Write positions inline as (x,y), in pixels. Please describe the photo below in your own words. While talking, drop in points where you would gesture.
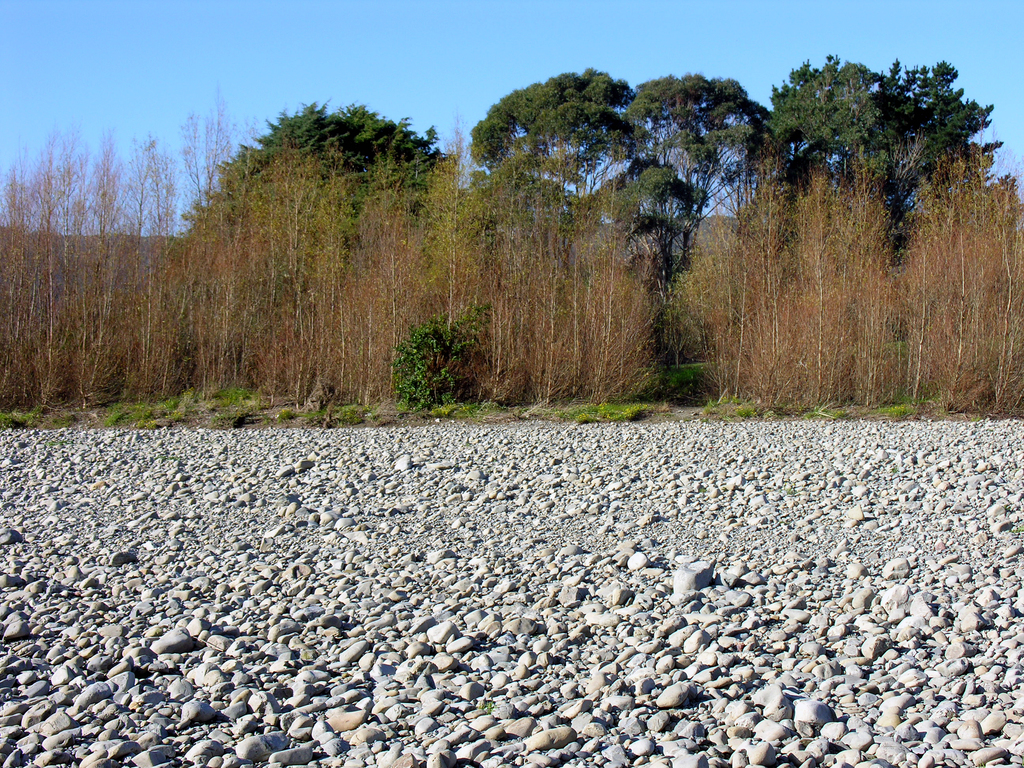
In this image there are stones (535,427), grass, plants (482,400), trees (527,120), and in the background (425,61) there is sky (405,56).
